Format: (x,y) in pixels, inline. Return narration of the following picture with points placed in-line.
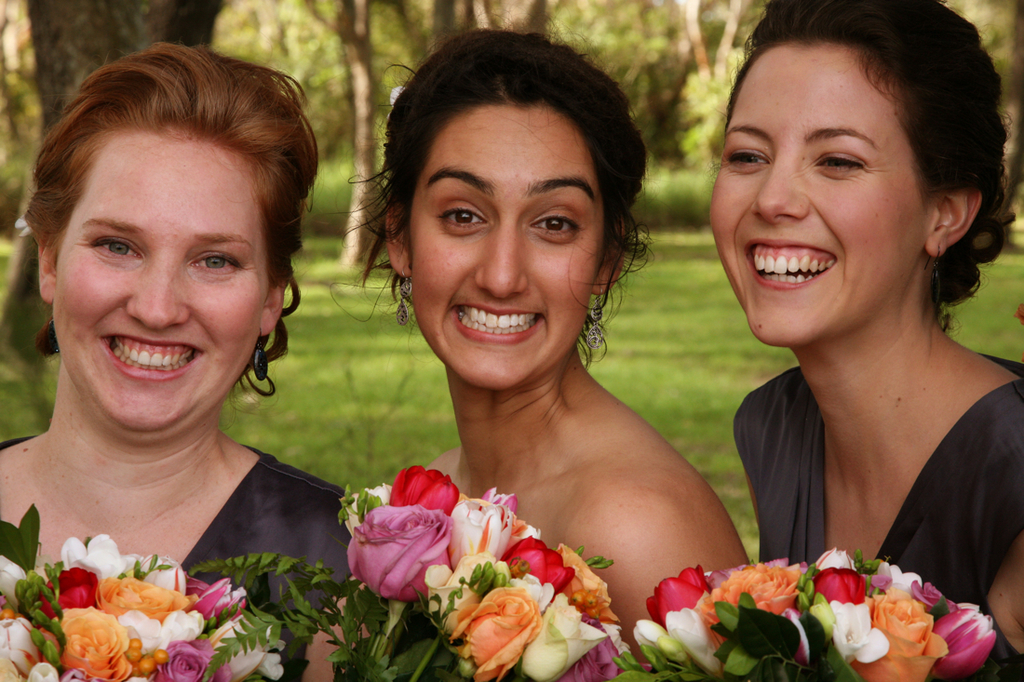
In this image we can see three ladies (211,258) smiling. They are holding bouquets (424,578). In the background (293,440) there are trees (166,31) and grass (617,366).
